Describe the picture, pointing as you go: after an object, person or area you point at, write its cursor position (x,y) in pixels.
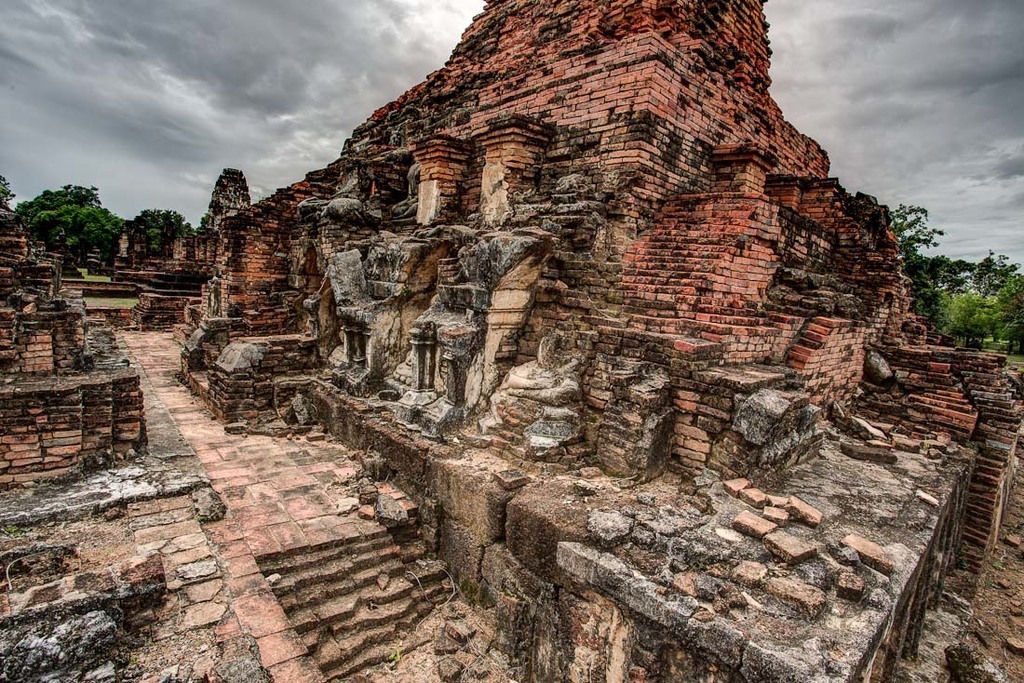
This is a picture of an historical temple (433,349), there are trees (1011,338), and in the background (295,171) there is sky (952,55).
